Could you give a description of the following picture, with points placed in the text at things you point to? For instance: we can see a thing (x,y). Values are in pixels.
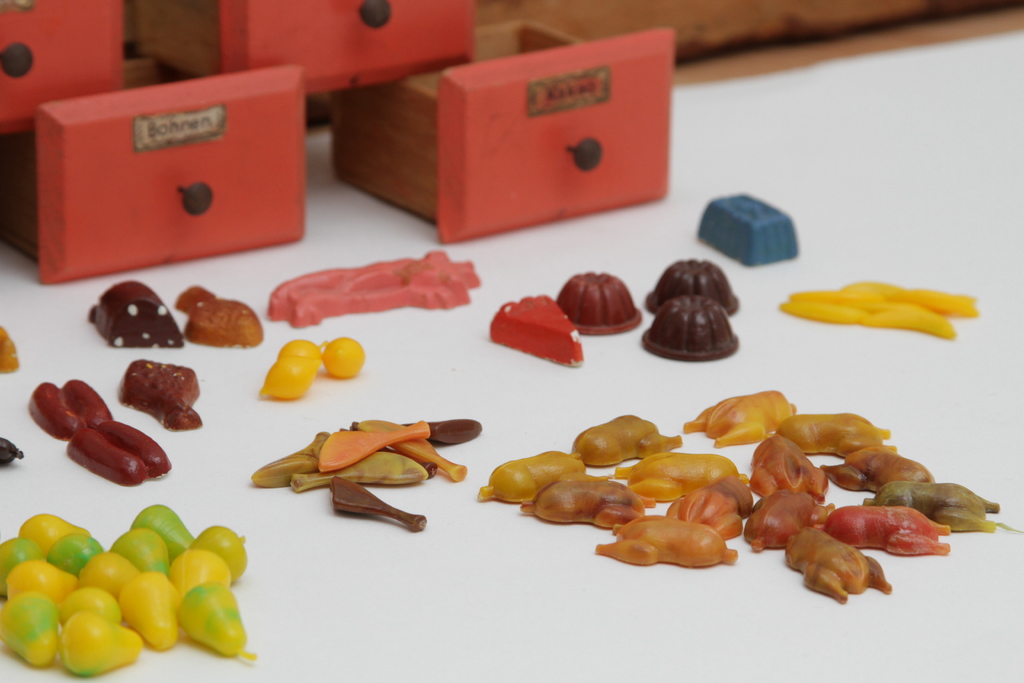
In this image we can see candies (423,423) of different types and storage boxes (368,132) that are placed on the floor (502,553).
